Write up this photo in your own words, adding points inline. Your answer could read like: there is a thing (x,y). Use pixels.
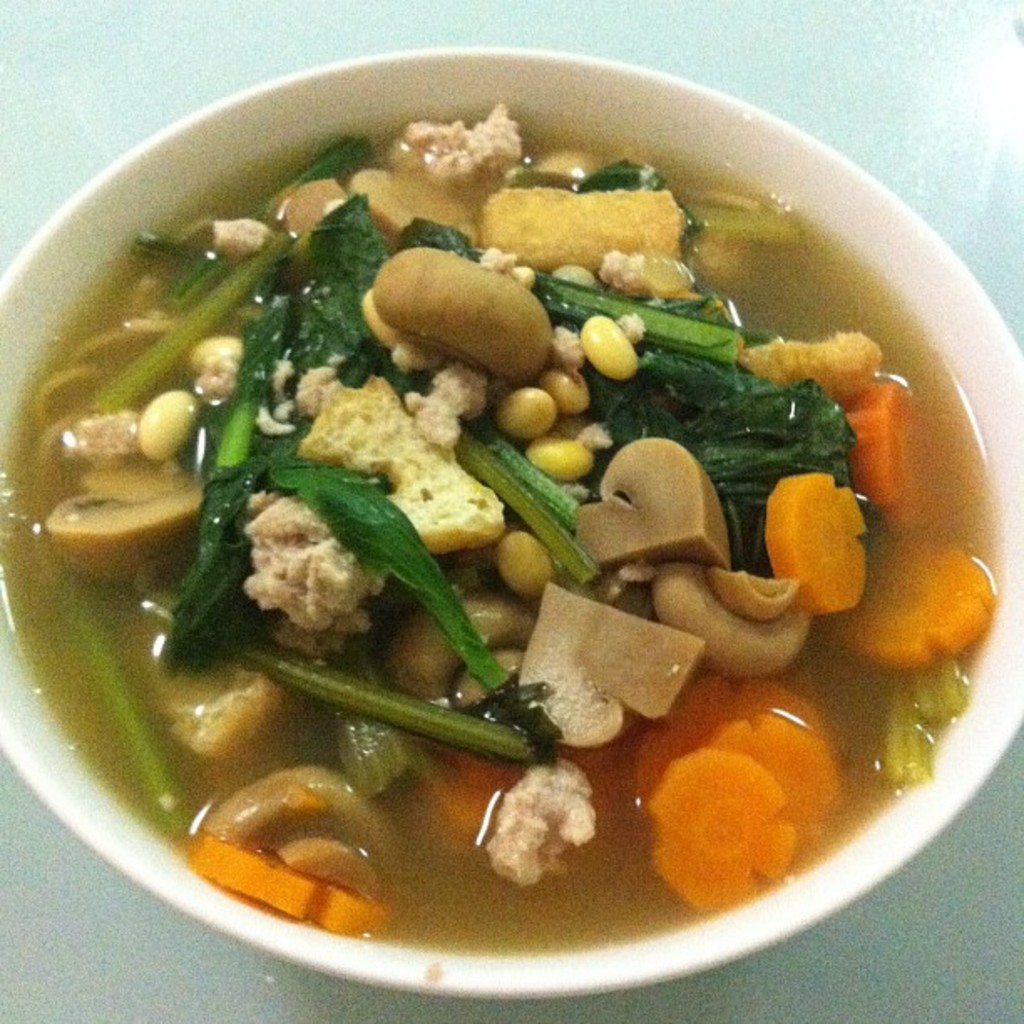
In this picture I can see a white color bowl (457,94) and in it I can see food (319,275), which is of green, cream, orange, yellow and brown color and it looks like a soup (598,479) and this bowl (209,126) is on the white color surface (258,949).
